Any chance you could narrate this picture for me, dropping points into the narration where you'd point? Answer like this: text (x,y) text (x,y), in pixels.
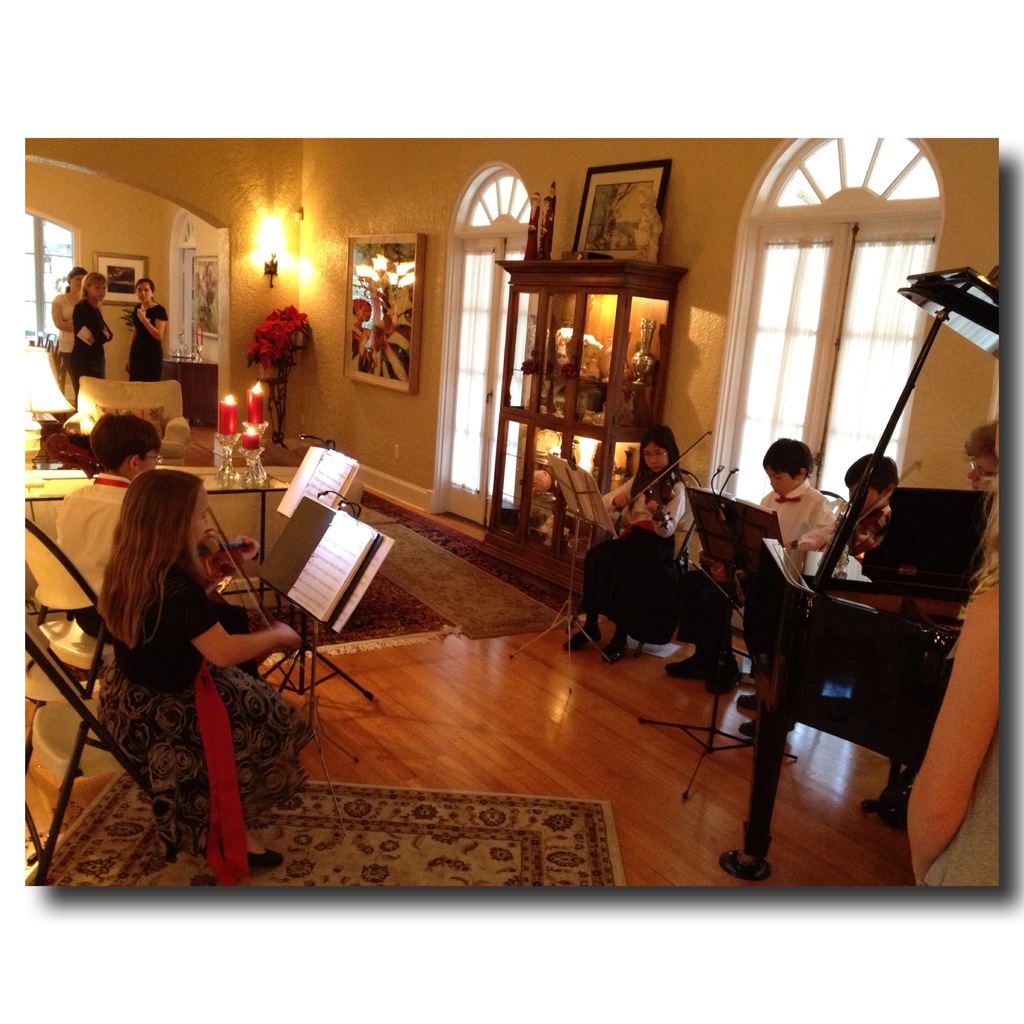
This image is taken indoors. At the bottom of the image (338,716) there is a floor (397,760) with a mat (400,819). In the background (449,291) there is a wall (435,310) with windows (467,284), picture frames (365,274) and a lamp (273,268). On the left side of the image (135,419) a man (126,428) and a woman (148,744) are sitting on the chairs (48,716) playing music and there are music notes (341,530) on the stand (317,503). In the middle of the image (515,409) there is a cupboard (515,409) with a few things (647,329) on it. A few people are standing on the floor (202,433). There is a table (203,475) with a candle (223,424) and a candle holder (230,444) on it. On the right side of the image (904,704) a few people (655,591) are playing music with musical instruments (873,541).
